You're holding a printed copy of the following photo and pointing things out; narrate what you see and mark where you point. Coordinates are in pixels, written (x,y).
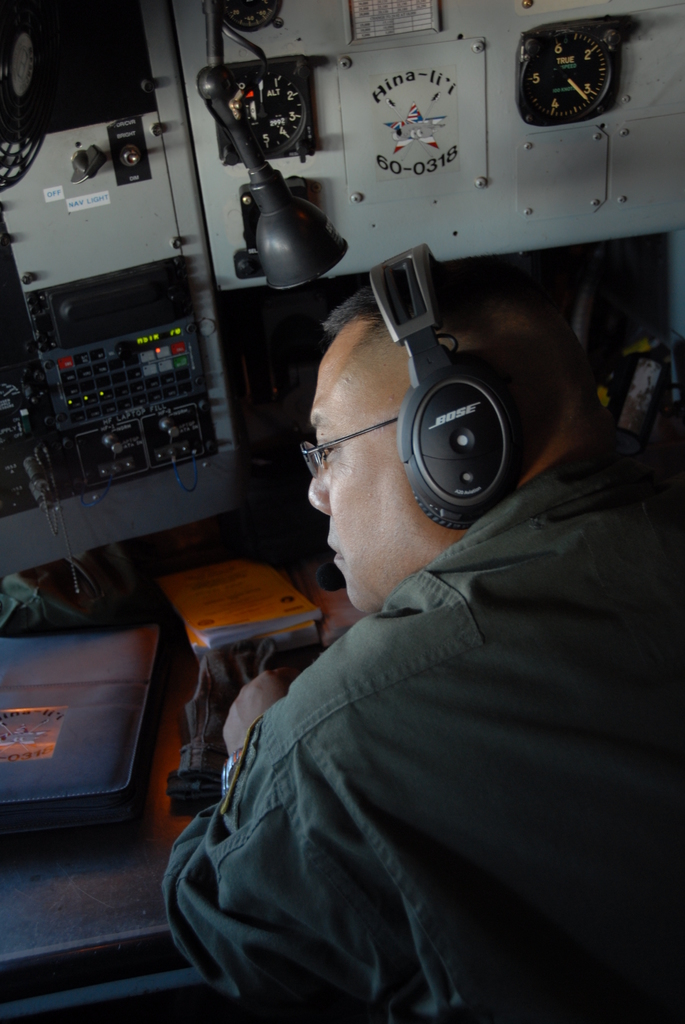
In this image we can see a man (394,374) wearing the glasses (348,440) and also the Bose headphones (453,434). We can also see a file (152,657) and books (293,619) on the counter (48,907). In the background (300,237) we can see the light (303,239), some measuring meters (289,129) and also the device (132,403).
